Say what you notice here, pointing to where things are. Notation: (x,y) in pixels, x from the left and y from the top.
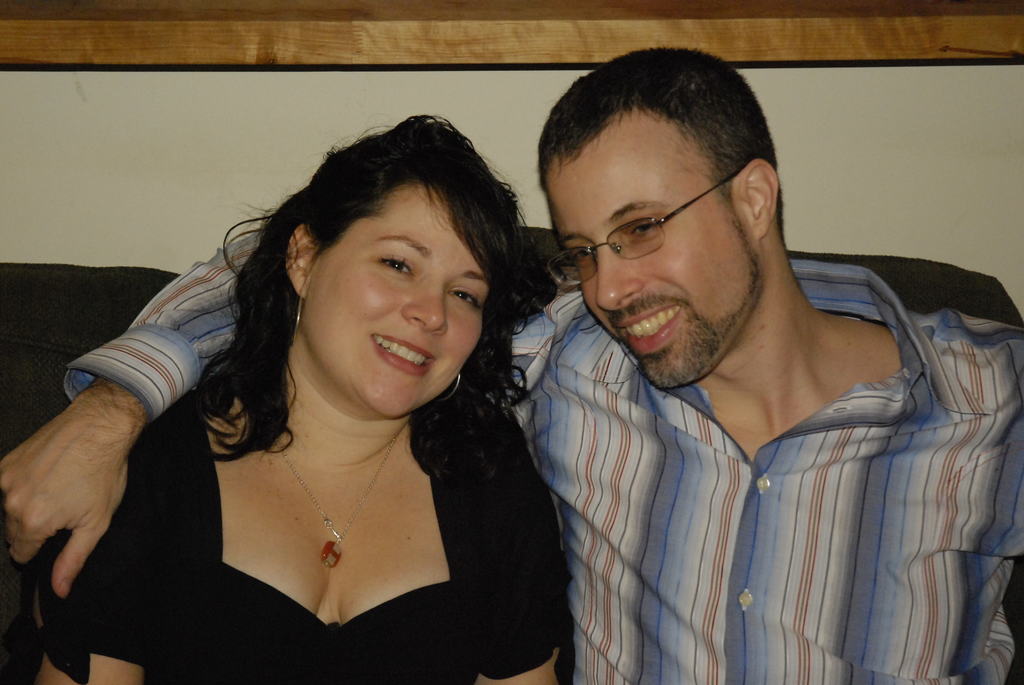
In this picture I can see there are two people (498,522) sitting on the couch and the man (662,267) is wearing spectacles (619,255) and there is a wall (133,119) in the backdrop (511,69).
